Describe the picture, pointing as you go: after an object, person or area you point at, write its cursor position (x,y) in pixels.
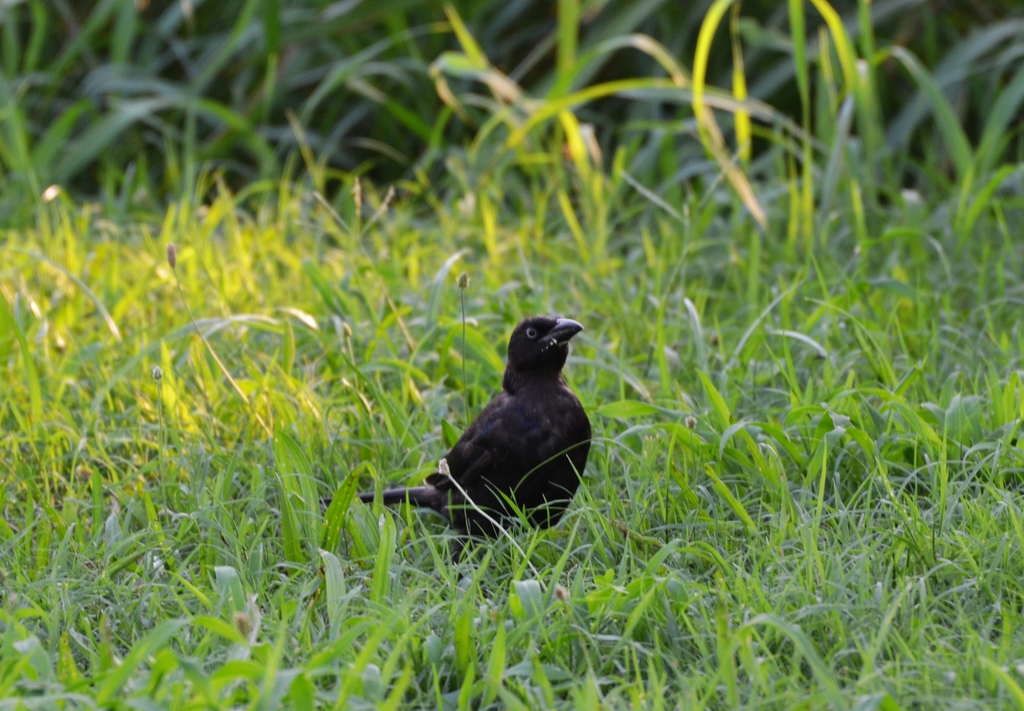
In this image there is a bird (513,442) standing on the land (481,601) having grass (351,551).
